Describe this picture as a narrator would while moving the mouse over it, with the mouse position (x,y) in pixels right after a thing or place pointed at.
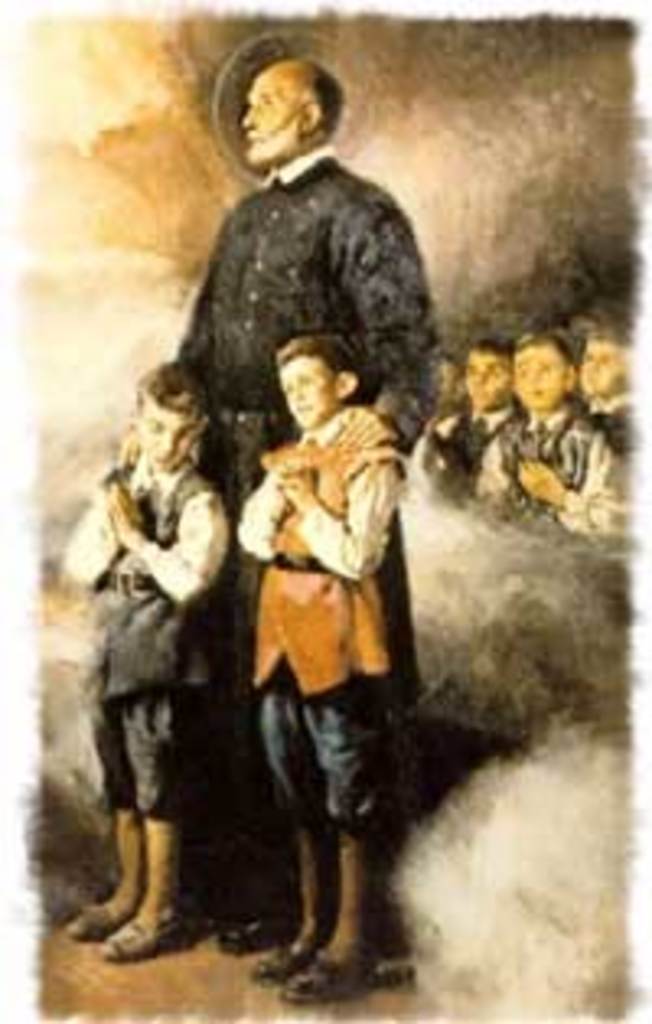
This is an animated image. In the foreground of the picture (236,489) there are two kids (244,531) and a man (266,314) standing. On the right (523,379) there are kids (545,398) standing, around them it is smoke (454,685).
